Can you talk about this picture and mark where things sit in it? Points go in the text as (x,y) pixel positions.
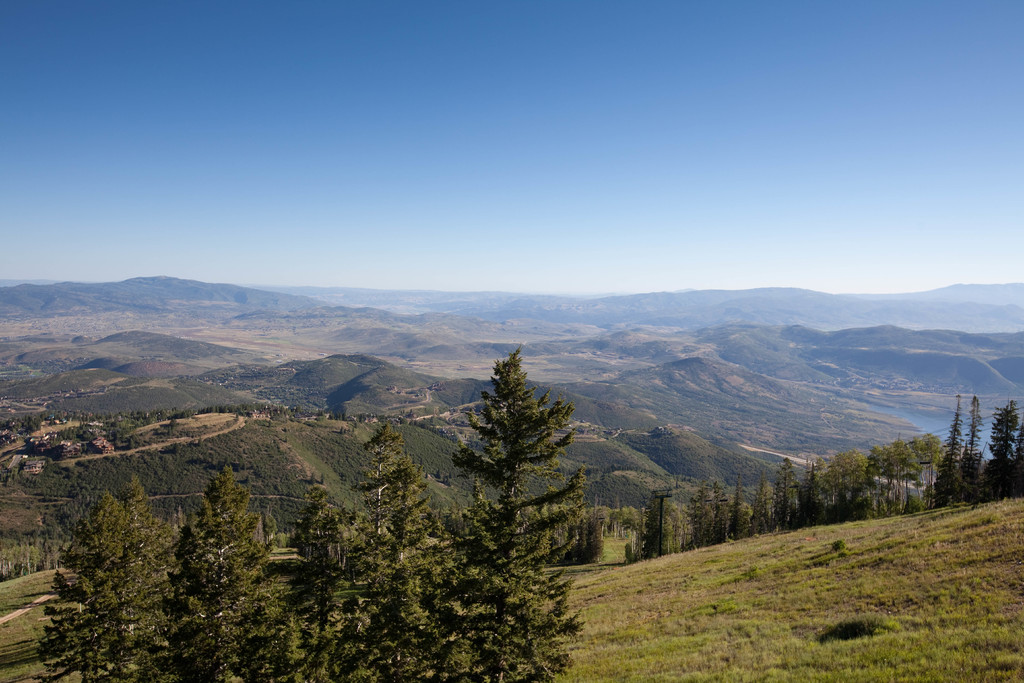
In the background of the image (375,300) there are mountains (468,434). There are trees (200,616). At the bottom of the image (686,617) there is grass (748,597).
